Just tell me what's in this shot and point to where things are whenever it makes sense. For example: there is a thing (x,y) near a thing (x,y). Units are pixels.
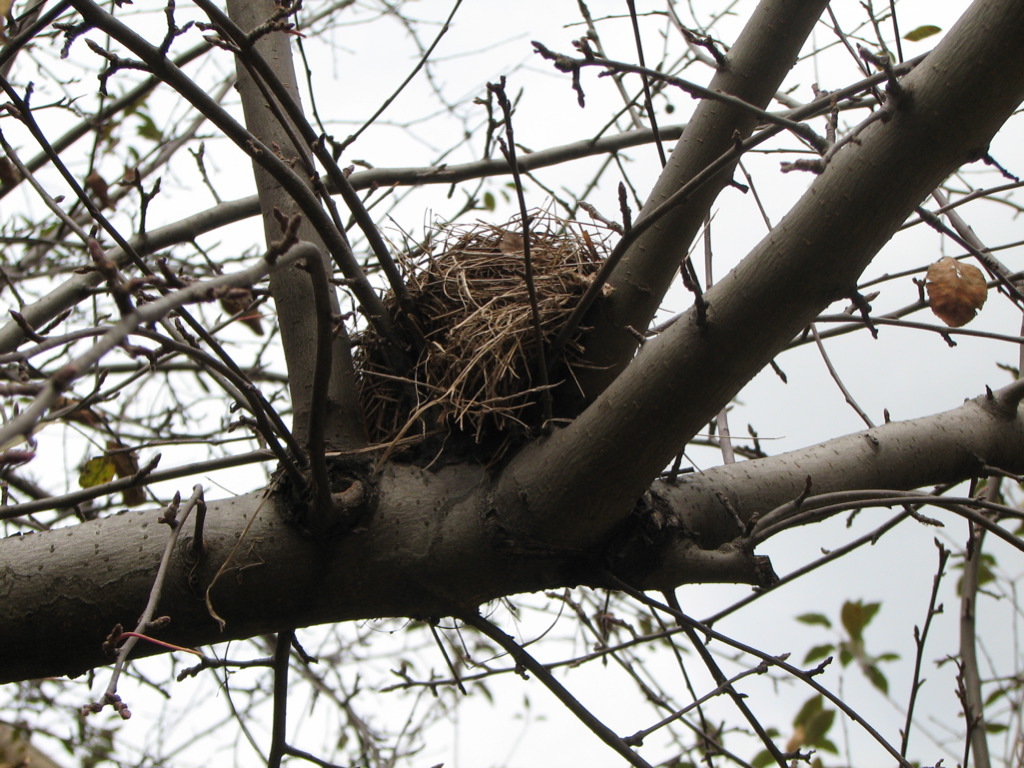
In this picture I can see a nest (489,378) on the tree (361,424). In the background (475,62) I can see sky (485,117).
